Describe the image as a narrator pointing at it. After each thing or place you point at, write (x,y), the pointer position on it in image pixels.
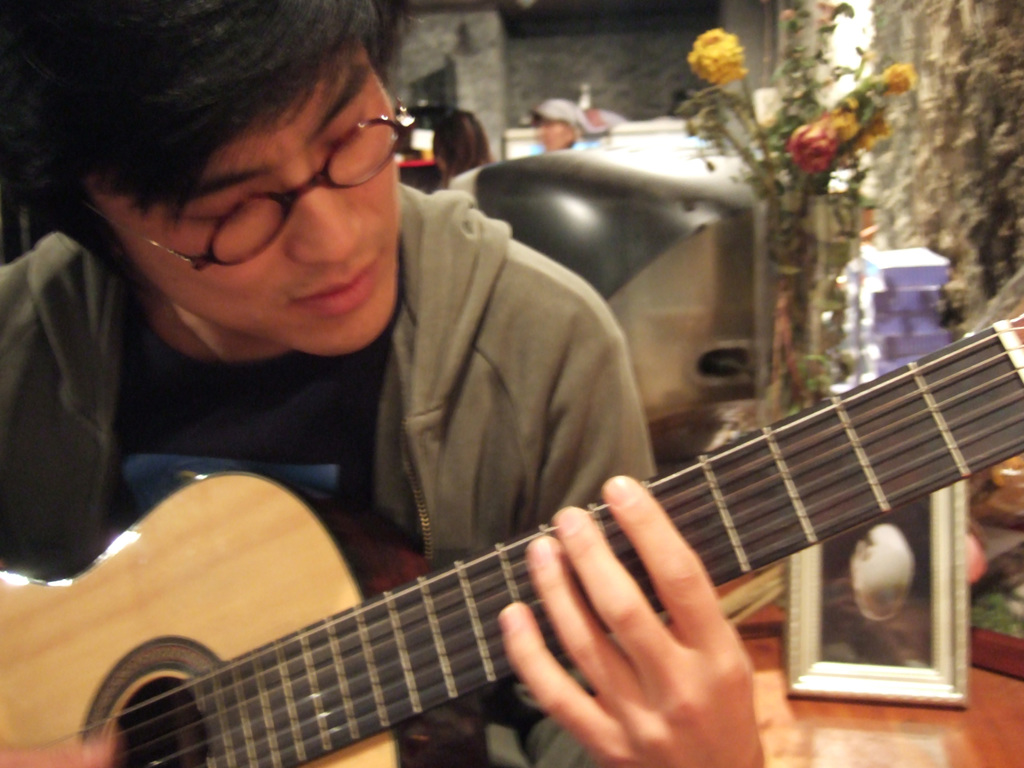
In the left (142,53) a man (403,258) is playing guitar (408,623) he wear a jacket (522,424) and spectacles (230,237), he is staring at guitar (421,637). On the right (893,640) there is a photo frame (897,612) and flower vase (845,270). In the background (884,104) there is a wall (579,38).
